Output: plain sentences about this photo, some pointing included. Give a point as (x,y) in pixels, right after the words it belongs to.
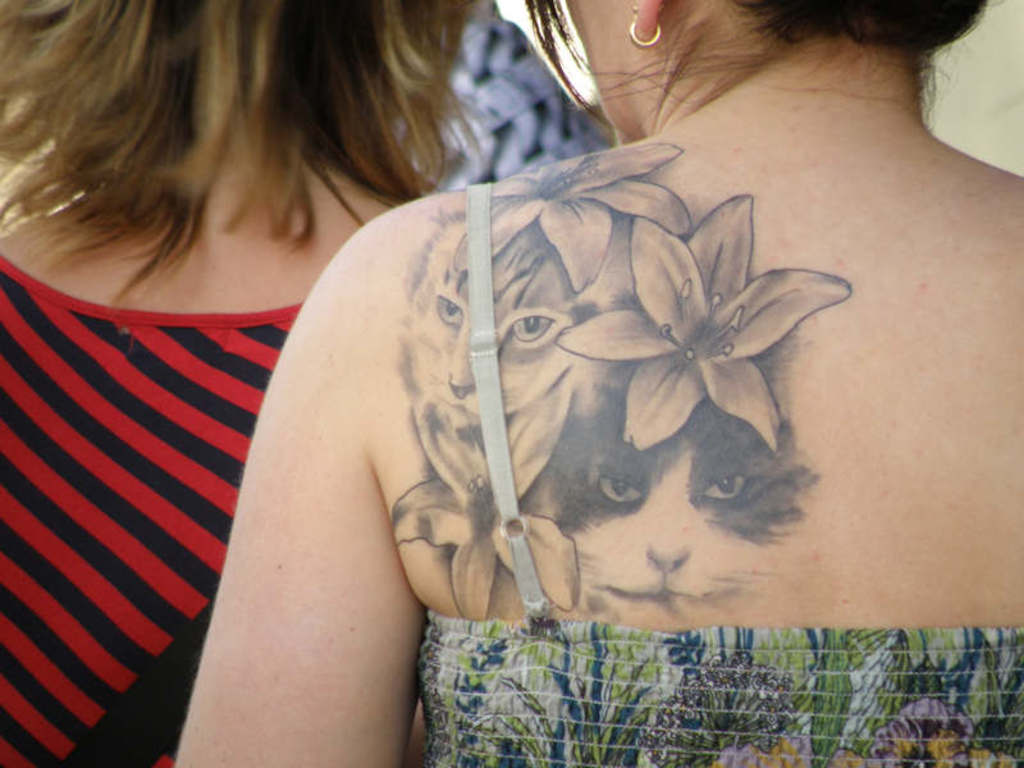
In this image there are two persons (630,199), a person (486,196) with a tattoo (607,432) on her skin (589,401).
